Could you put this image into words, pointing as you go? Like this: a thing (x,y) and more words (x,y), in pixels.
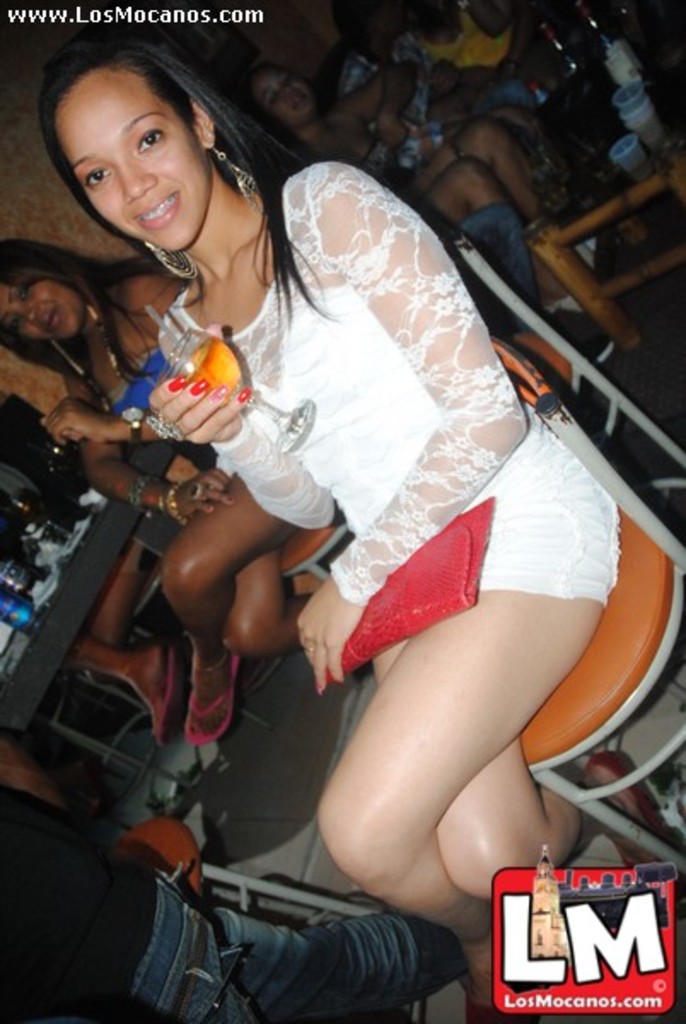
This picture is clicked inside the room (390,188). In the foreground (355,365) we can see a woman (300,252) wearing white color dress (339,365), smiling, holding a glass (219,361) of drink (235,378) and carrying a wallet (429,574) and sitting on the chair (618,663). On the left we can see the group of people (61,319) sitting on the chairs (299,545) and we can see the tables (580,279) on the top of which glasses (631,118) of drinks (52,526) and bottles (14,614) are placed. In the bottom left corner (87,907) there is a person (176,964) seems to be walking on the ground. In the background (484,21) we can see the wall (282,36) and the group of people (442,134) seems to be sitting on the chairs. In the bottom right corner (492,941) we can see the watermark (582,958) on the image. In the top left corner (12,11) there is a text (18,24) on the image.
